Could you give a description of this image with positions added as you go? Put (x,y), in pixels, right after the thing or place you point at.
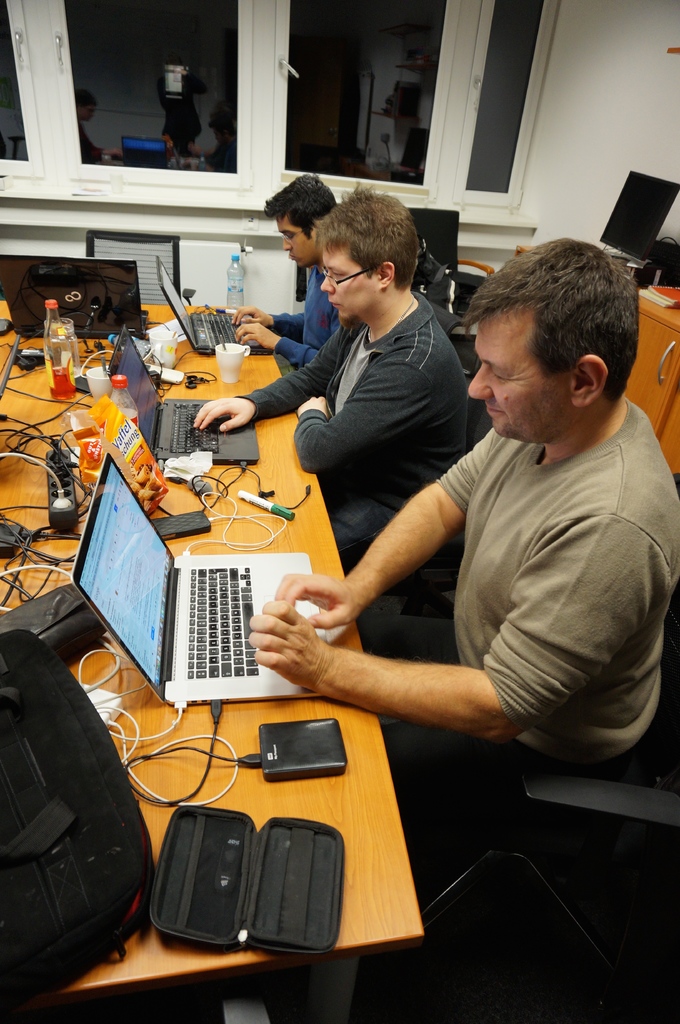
This picture describes about three people (395,385) they are seated on the chair (554,801) and working on their laptops (154,609), in front of them we can see some electrical stuff (13,568) and bottle (48,312), a cup (230,374) on the table (271,437).
